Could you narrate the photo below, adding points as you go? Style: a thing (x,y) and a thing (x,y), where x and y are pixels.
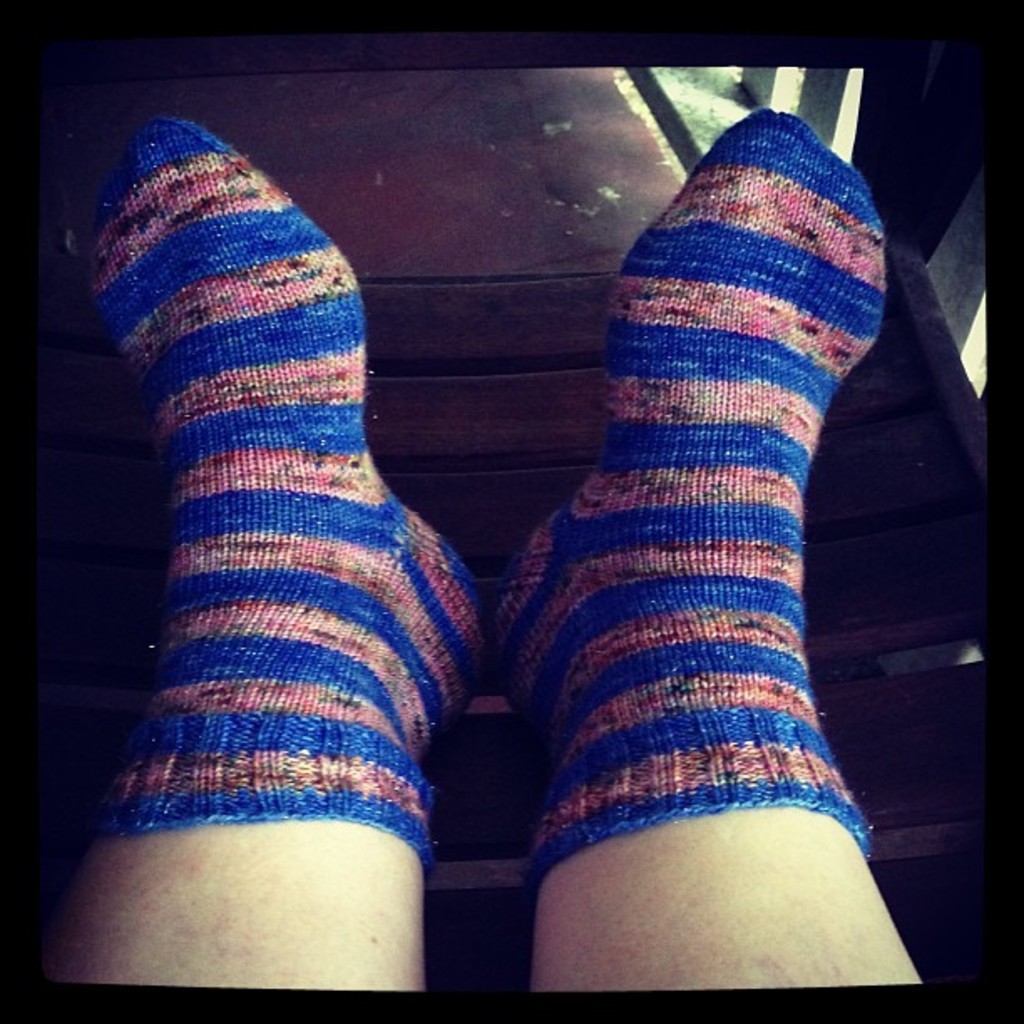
In this picture we can see a person (196,905) legs (175,466) with socks (793,139) on a wooden platform (445,371) and in the background (688,81) we can see the floor (685,105).
